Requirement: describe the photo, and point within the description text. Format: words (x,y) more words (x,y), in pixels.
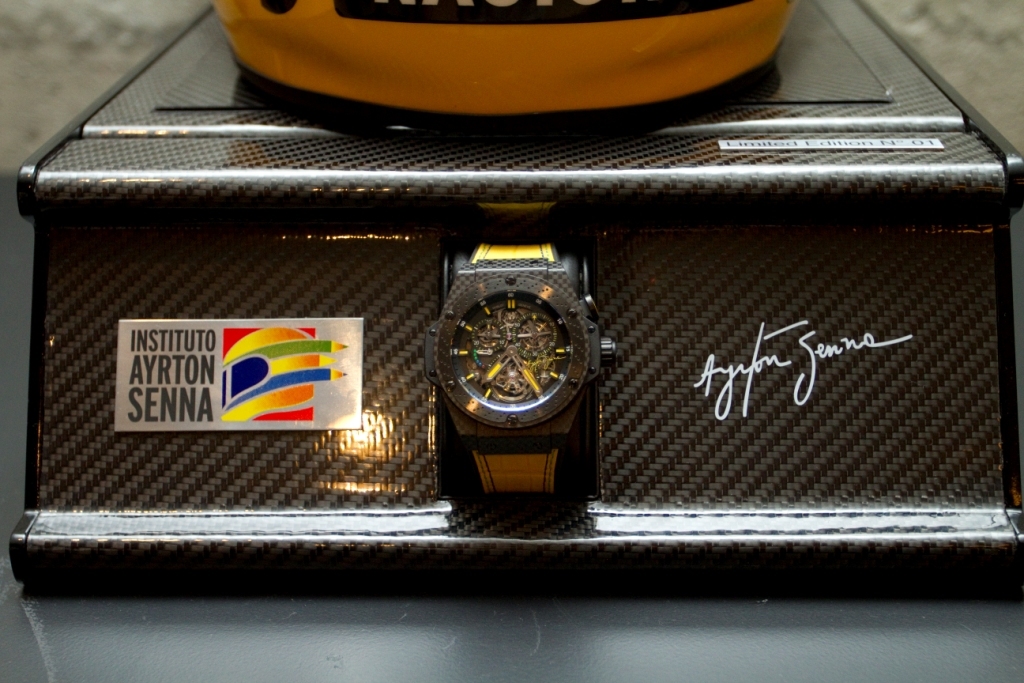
In this image we can see a watch (470,348), logo (329,388) and a signature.
